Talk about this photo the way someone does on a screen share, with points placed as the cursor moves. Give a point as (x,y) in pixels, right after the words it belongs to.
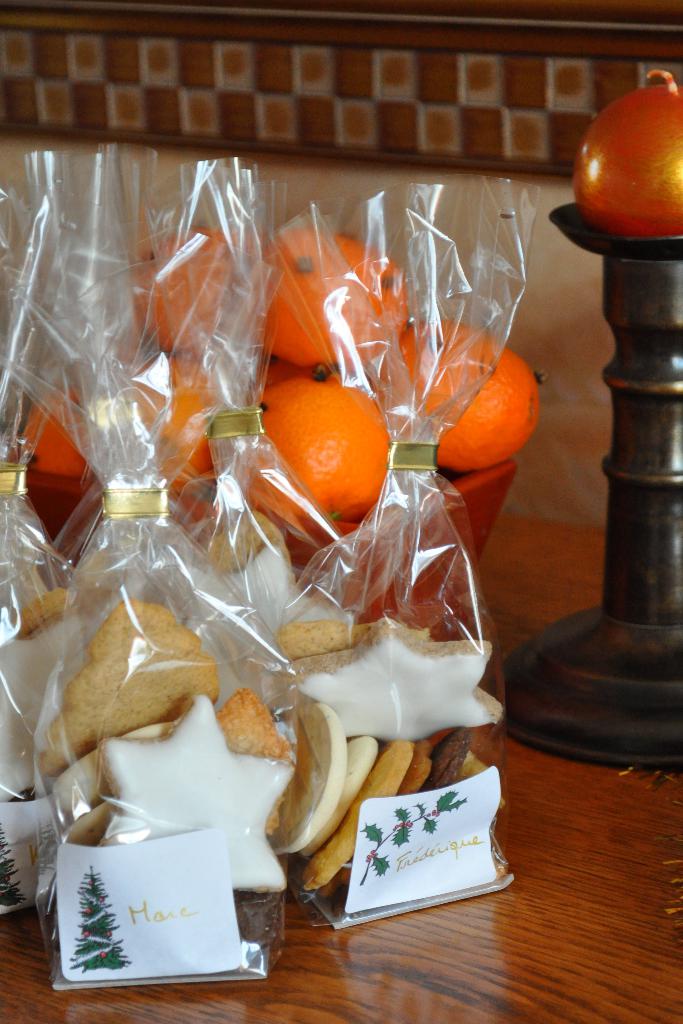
In this image there are objects (298,645) in the packet (200,707) in the front (290,705). In the center (280,411) there are fruits (280,411) in the basket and in the background (422,147) there is a wall (543,261) and on the wall (529,276) there is an object (445,98) which is brown in colour and there is a stand (644,311) and on the stand (619,294) there is an object (622,185).
